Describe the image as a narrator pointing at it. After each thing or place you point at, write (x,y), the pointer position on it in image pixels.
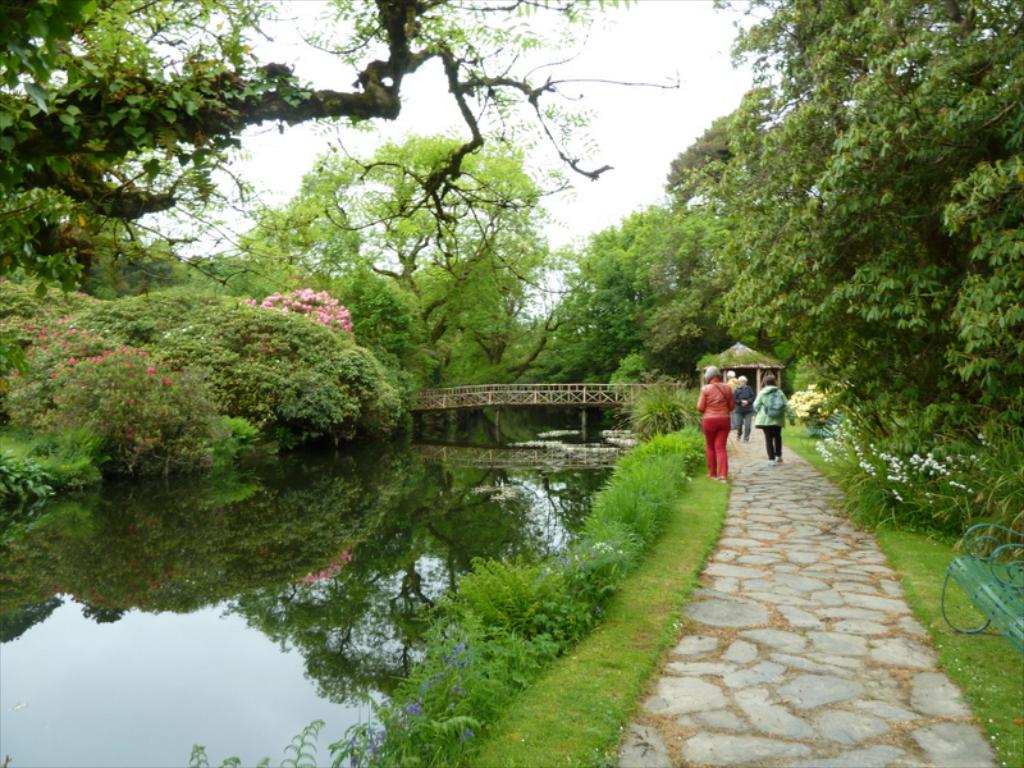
In this image we can see a group of people (741,421) are walking on the ground (716,574), there are trees (314,210), there are flowers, there is the water (324,521), there is the bench (985,585) on the ground (761,527), here is the grass (651,426), there is the bridge (585,397), at above here is the sky (543,232).
